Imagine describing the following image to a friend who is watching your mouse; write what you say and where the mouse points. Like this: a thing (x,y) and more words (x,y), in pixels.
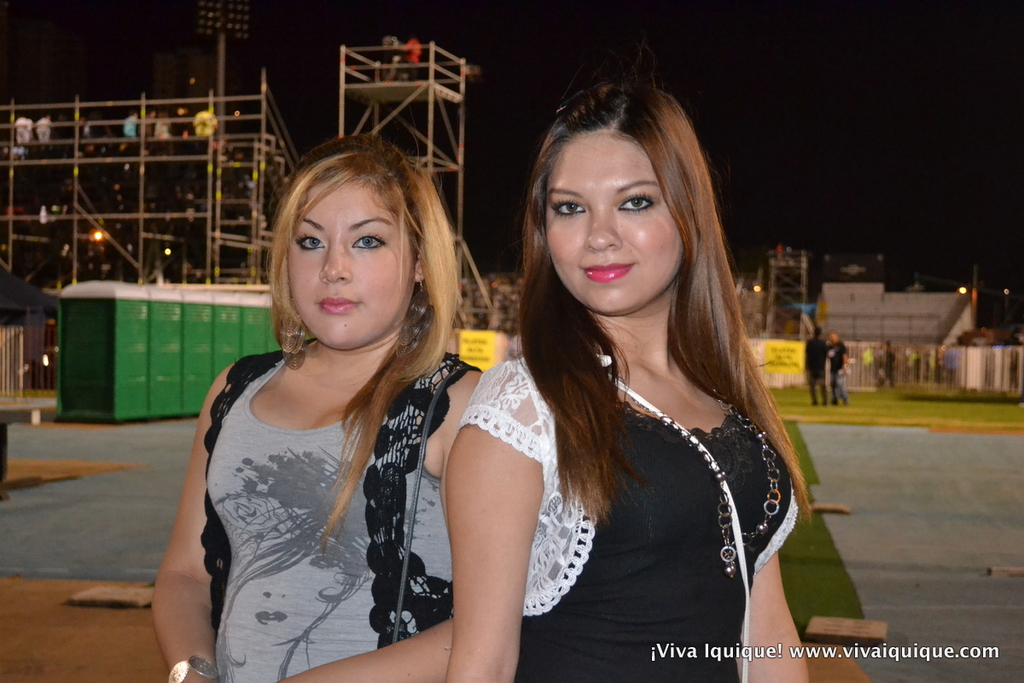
In the foreground of the image (577,355) there are ladies (220,373) standing. In the background of the image (129,144) there are objects (143,133). At the bottom of the image (991,664) there is carpet (868,664). To the right side of the image (946,652) there is some text (930,646). At the top of the image (758,55) there is sky (638,32).
